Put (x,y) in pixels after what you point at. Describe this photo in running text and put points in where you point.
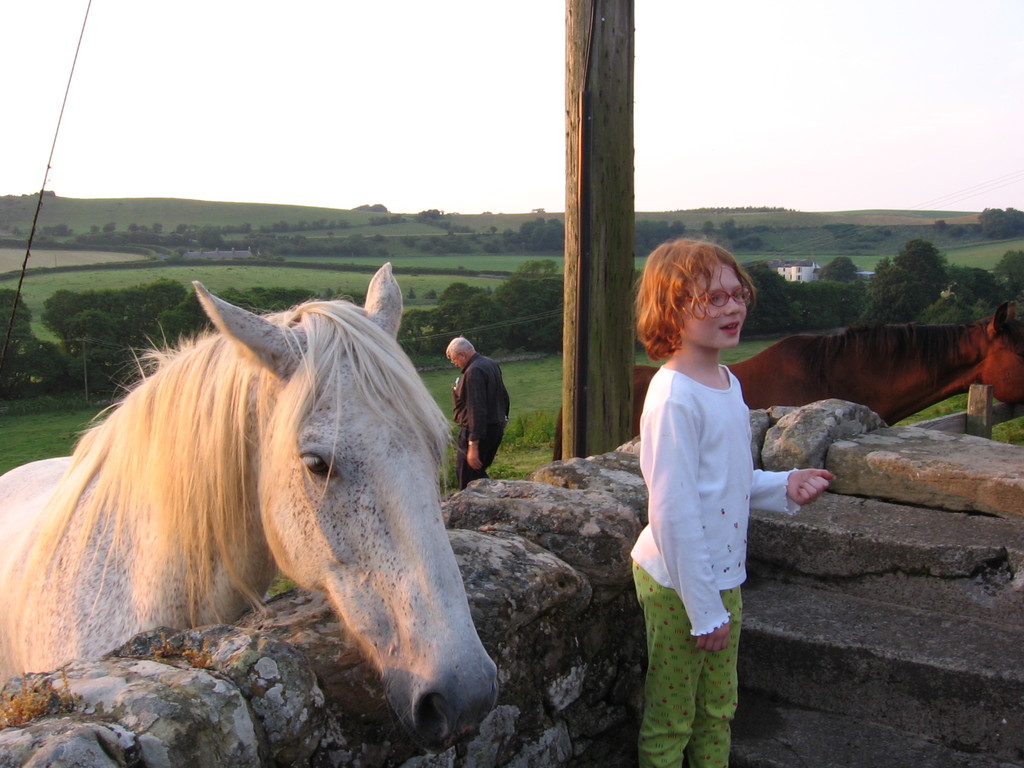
In this image, I can see two people (506,414) standing. These are the two horses (257,451). This is a wooden pole (592,330). In the background (433,249), I can see the trees (164,298) and grass (550,381). Here is the building (805,274). I think this is the wall (583,677).
